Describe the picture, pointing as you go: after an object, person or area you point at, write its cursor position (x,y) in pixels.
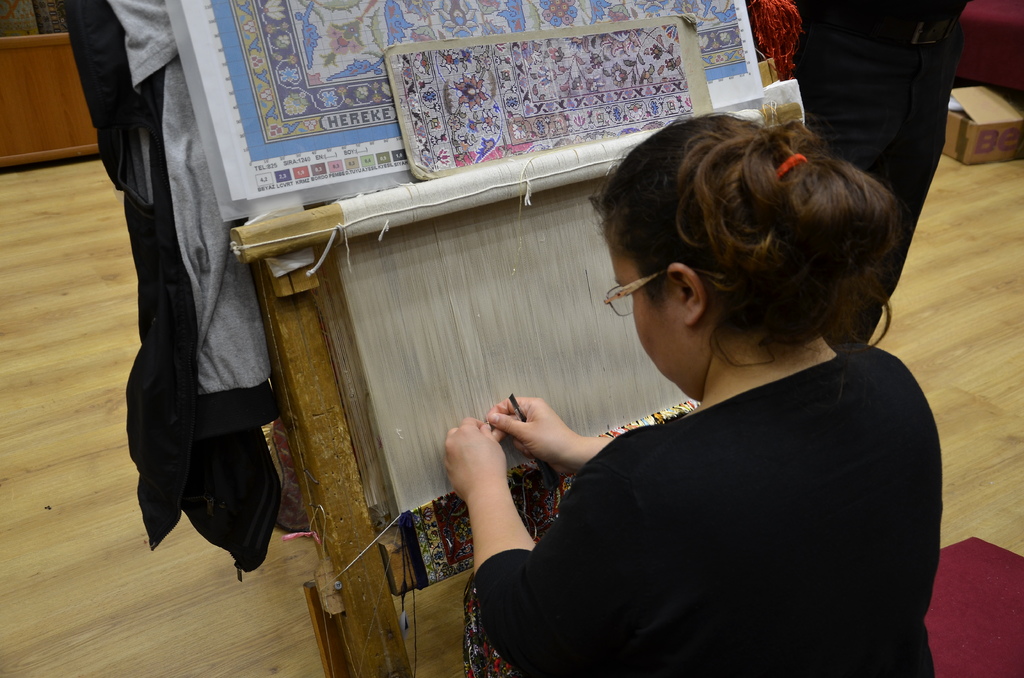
In this image in the foreground (689,478) there is one woman (647,581), who is sitting and she is doing something and in front of her there is a board (327,544) and some threads (511,267) and some clothes (170,33) and some objects (392,636). And in the background (982,135) there is box (986,98), wall (40,62) and some objects (968,50), and in the bottom right hand corner (963,596) there is carpet (970,574). At the bottom (60,475) there is floor (977,528).
